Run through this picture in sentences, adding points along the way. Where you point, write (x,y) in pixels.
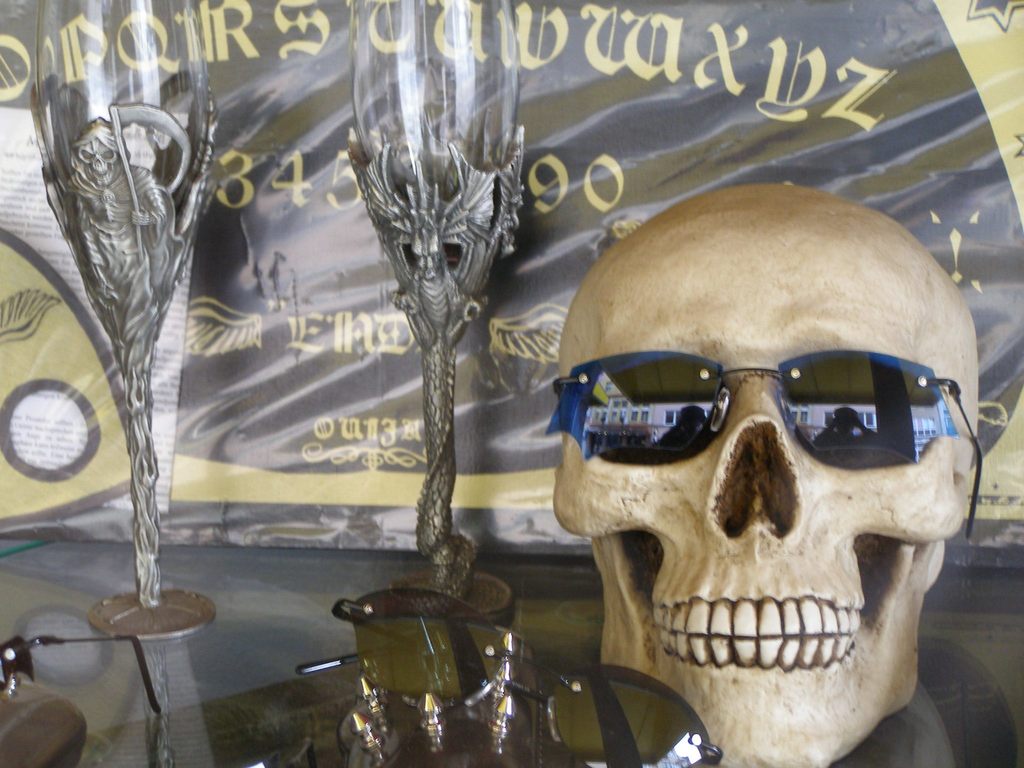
In this image I can see the skull (716,446) with goggles (685,399). To the side I can see few more goggles (68,723) and glasses (154,355). In the background (363,234) I can see the banner (538,191) and something is written on it.
